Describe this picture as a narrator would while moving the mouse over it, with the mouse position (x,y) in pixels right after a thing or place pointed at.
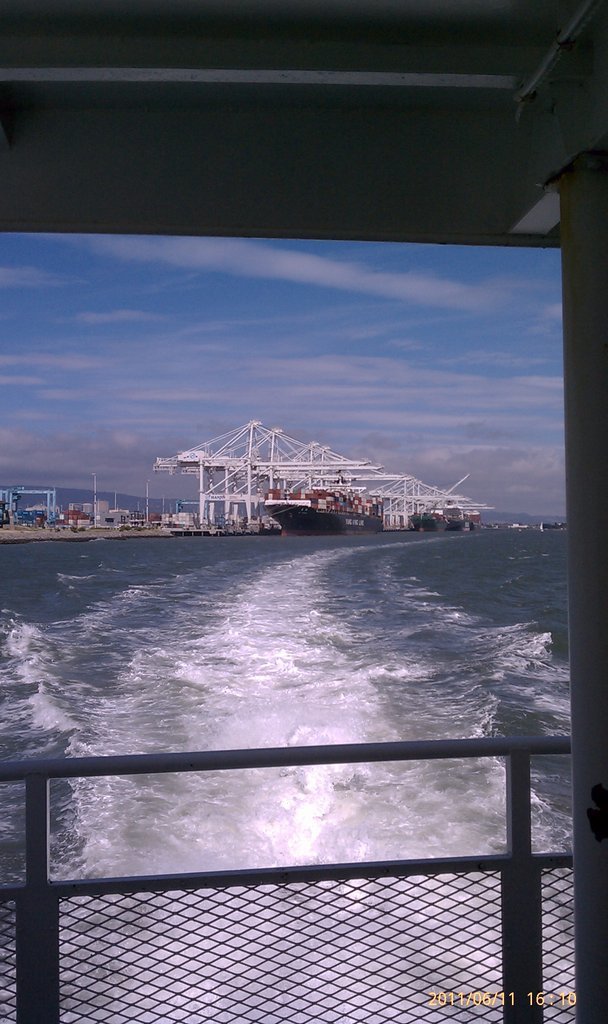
In this image I can see the railing (218,917), the water (343,913) and a ship (370,520) which is black in color on the surface of the water (378,622). I can see few cranes (259,469) which are white in color, few containers (190,524) and the sky (256,327) in the background (349,340).
